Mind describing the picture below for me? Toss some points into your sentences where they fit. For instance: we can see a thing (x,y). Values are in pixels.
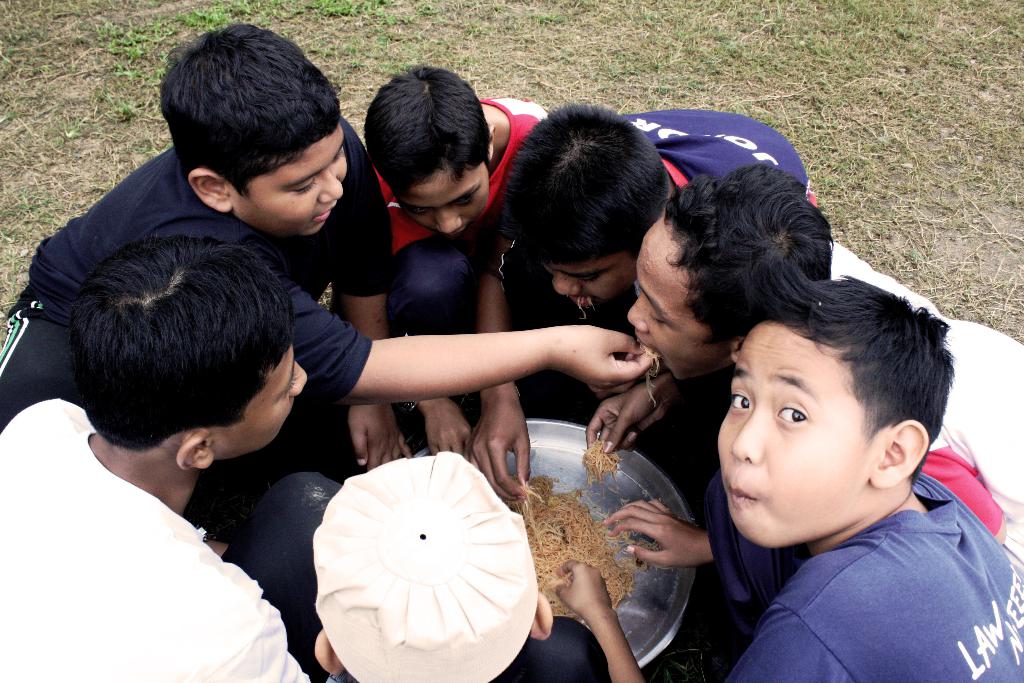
In this image we can see few people (457,663) sitting on the ground (119,68) and there is a plate (592,491) with food (579,541) in the middle of the people (654,557).
